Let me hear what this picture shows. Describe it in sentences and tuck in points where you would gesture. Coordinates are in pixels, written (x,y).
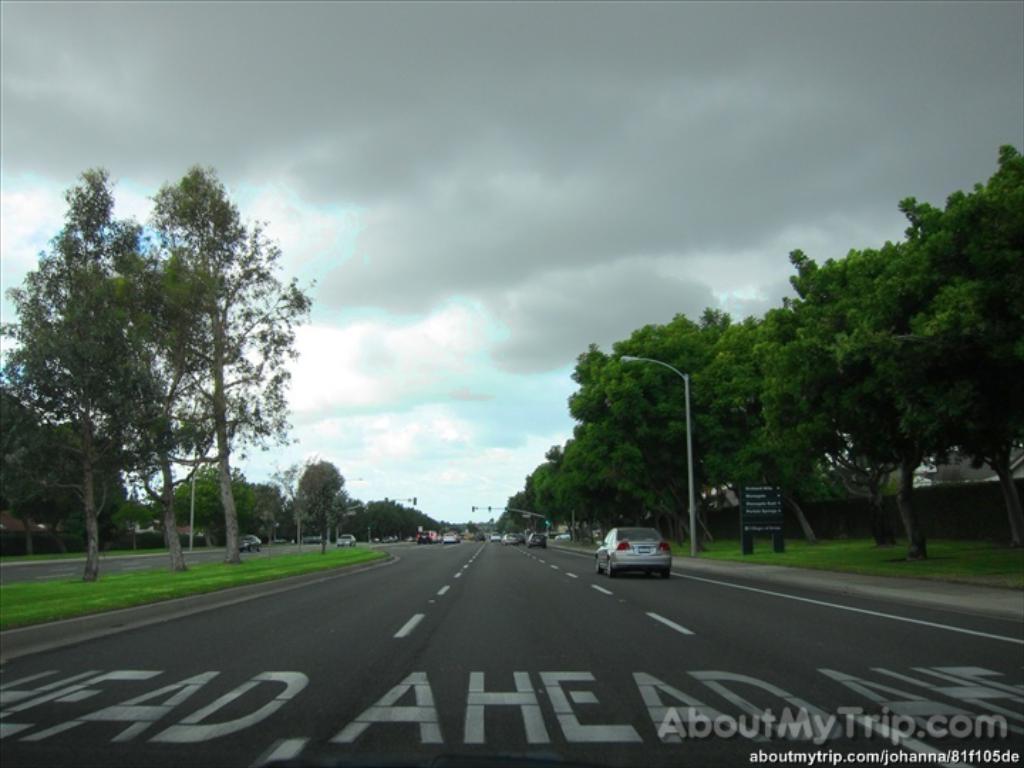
In the picture I can see vehicles (632,545) on the road (530,642). I can also see trees (698,477), street lights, trees (576,450), grass (175,585), a board (756,517) which has something written on it and some other objects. In the background (361,292) I can see the sky (411,325). I can also see watermarks (844,719) on the image.
